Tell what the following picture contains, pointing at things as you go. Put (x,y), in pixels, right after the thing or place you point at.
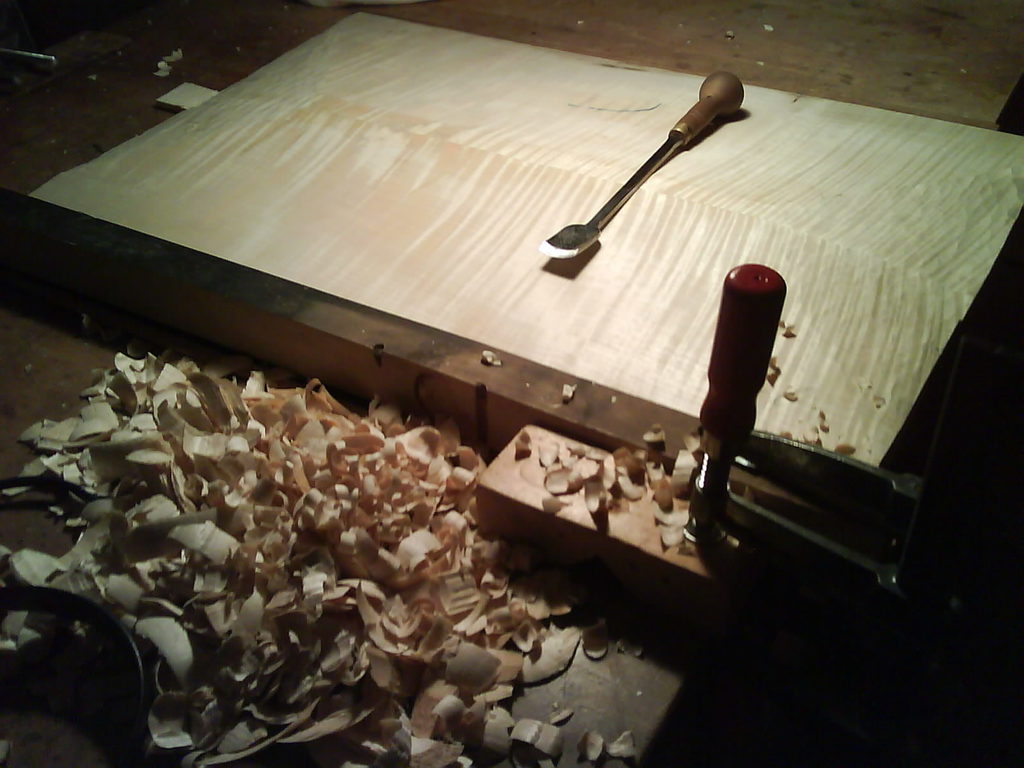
In the image we can see there is a wood (469,319) and there is a wood peeler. There is a dust (197,588) which is peeled.
